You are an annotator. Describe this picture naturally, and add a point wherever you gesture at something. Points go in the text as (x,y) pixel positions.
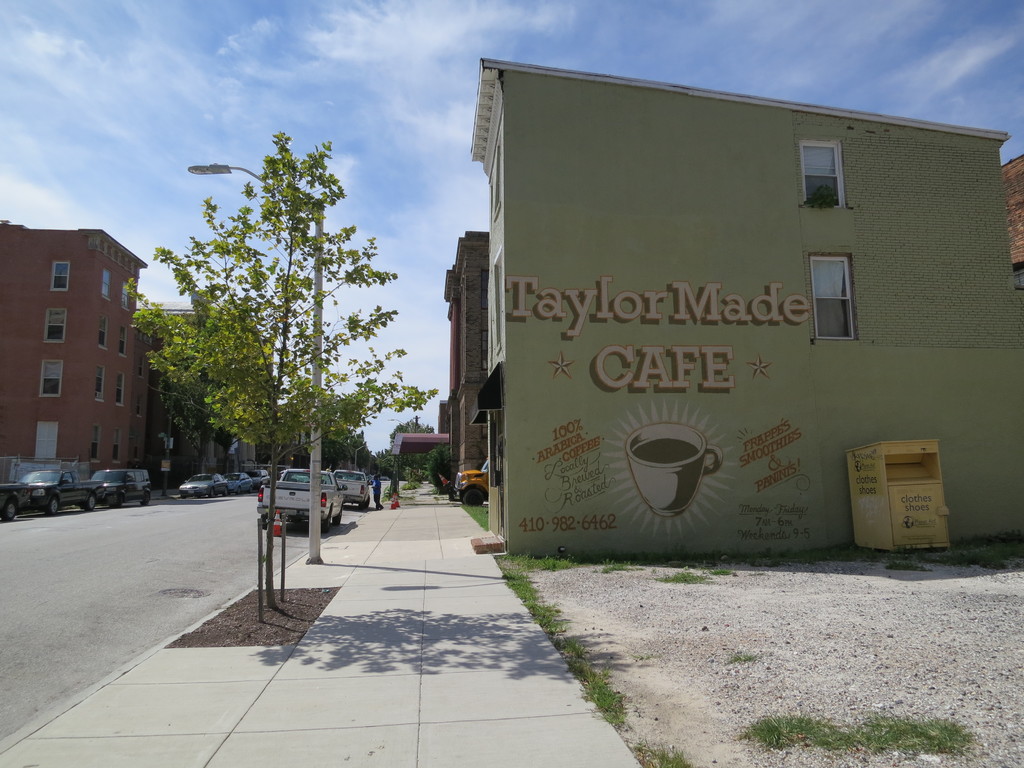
In this image there are buildings (780,482) and trees (276,467). We can see cars (264,474) on the road (161,613). There is a person (376,494). On the right (934,533) we can see a bin (888,515). There is a pole (317,451). In the background (415,99) we can see sky (323,48).
